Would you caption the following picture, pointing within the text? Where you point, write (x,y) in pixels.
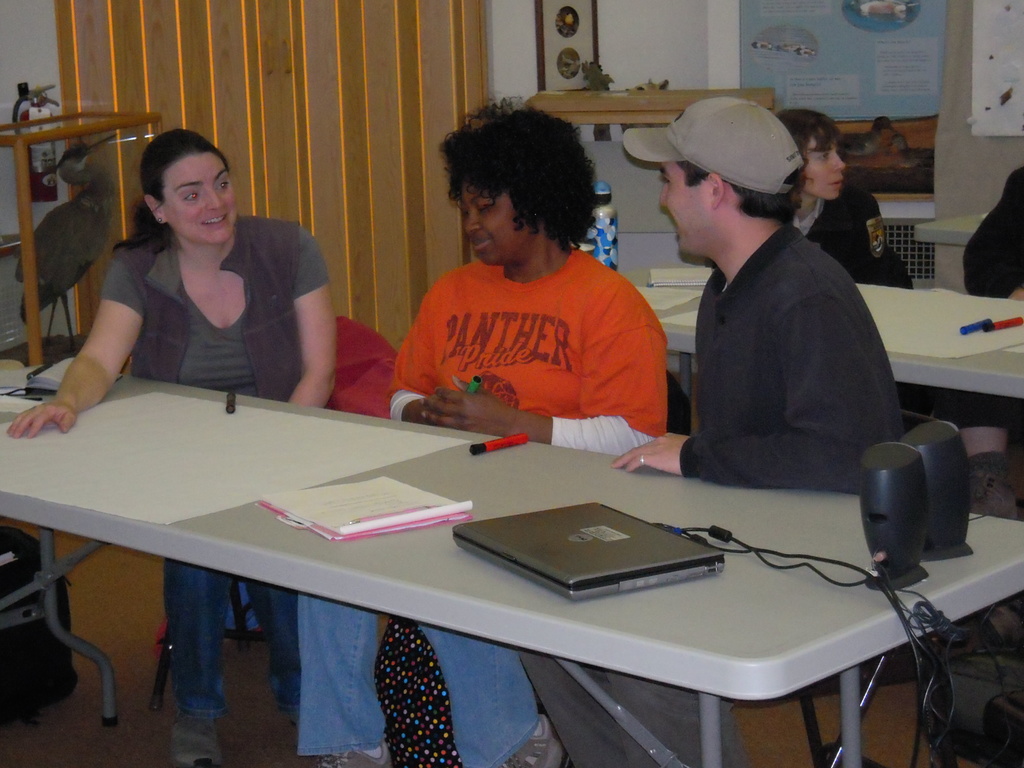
In this image there are 3 persons (705,451) sitting in chair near table (395,562) and there is file (391,513), marker (494,448), laptop (644,552), cable (695,527), speaker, paper (148,408), and in back ground (70,229) there is a fire extinguisher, a bird (66,243), frame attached to wall (685,75), bottle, board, another group of people (830,130) sitting.
